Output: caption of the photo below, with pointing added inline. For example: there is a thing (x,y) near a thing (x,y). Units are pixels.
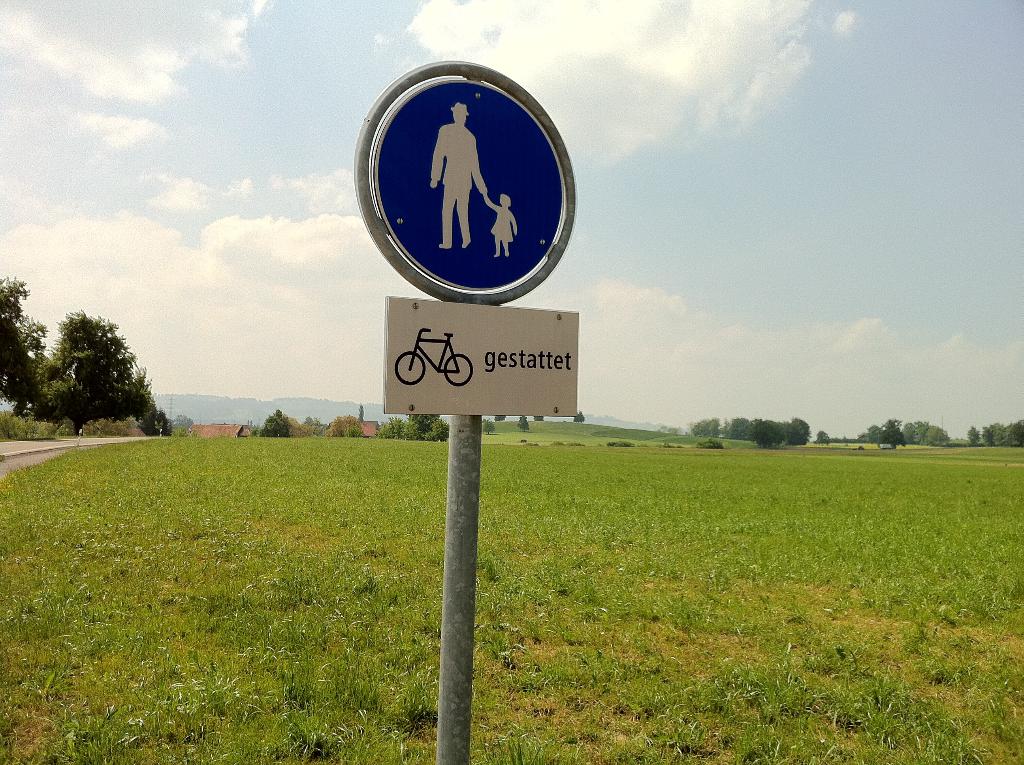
It is a sign board (506,331), on the left side (83,339) there are trees (68,343). At the top (276,90) it is the sky (248,206).
